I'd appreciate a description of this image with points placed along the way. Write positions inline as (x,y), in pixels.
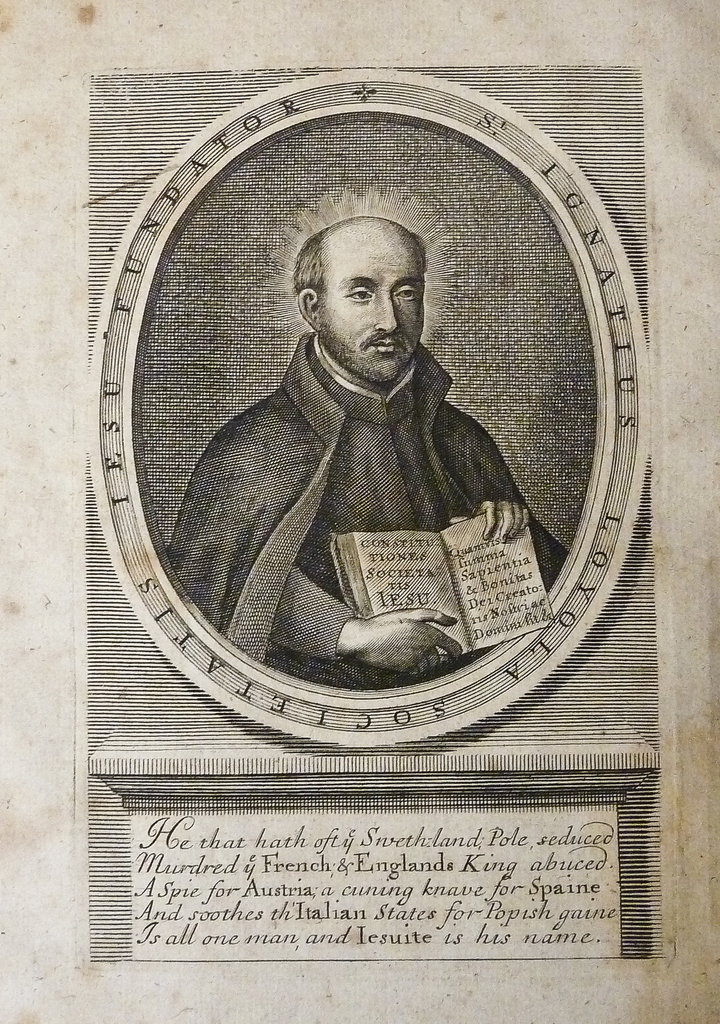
In this image there might be a poster (159,242) attached to the wall (40,489), on the poster (254,194) there is a person (410,483) holding a book (458,536), at the bottom (300,871) there is a text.
